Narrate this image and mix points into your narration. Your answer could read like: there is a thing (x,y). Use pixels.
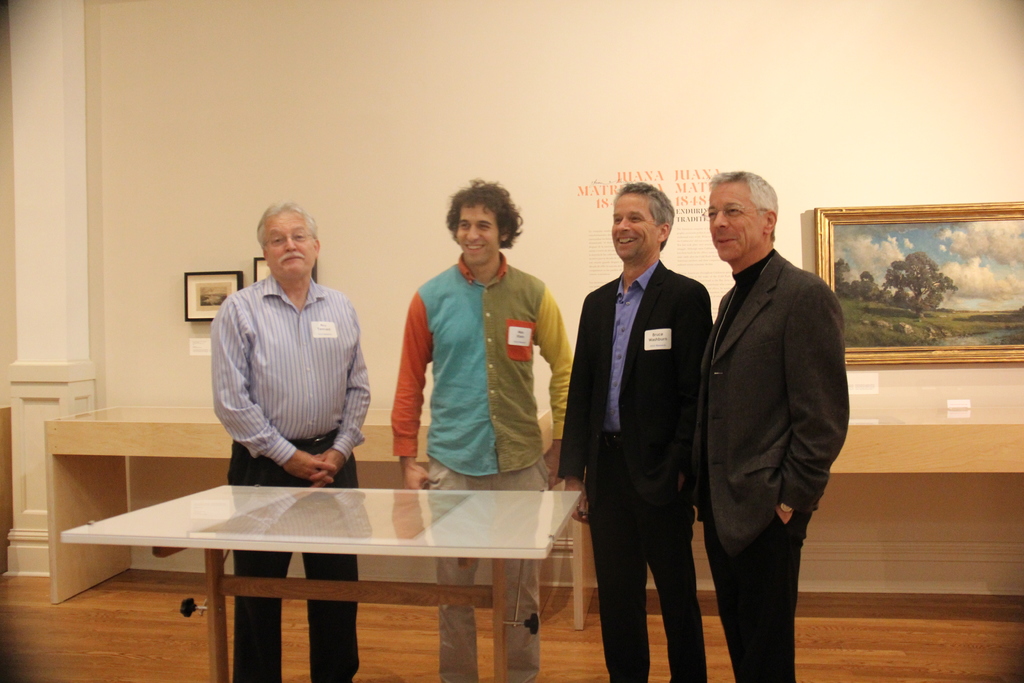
In this image I can see four men (480,479) and also I can see smile (297,258) on their faces (297,258). Here I can see a white table (574,496) and in background (500,45) I can see a frame (1023,343) on this wall (583,127).
